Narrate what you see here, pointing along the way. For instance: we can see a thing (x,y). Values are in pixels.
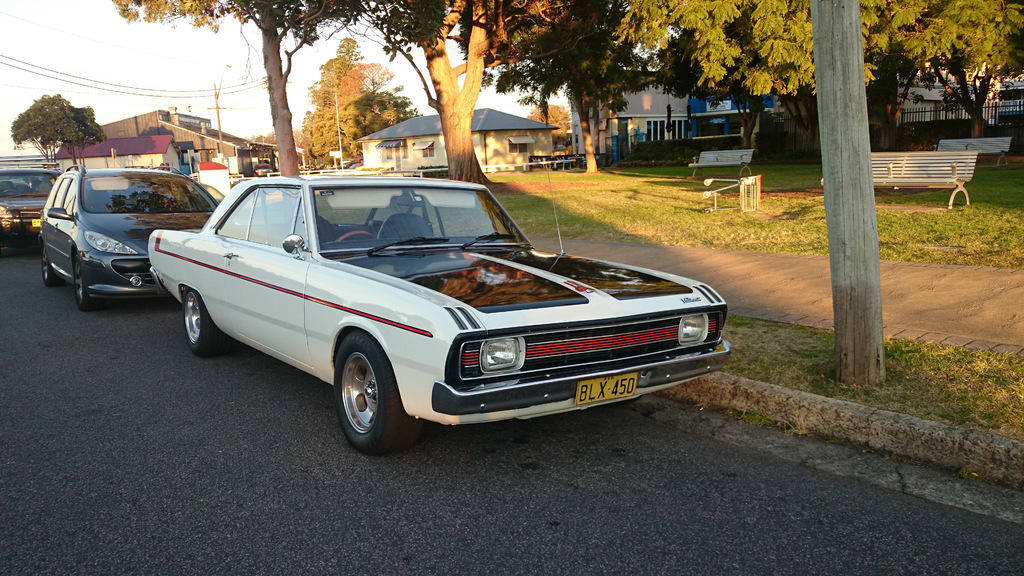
We can see cars (140,281) on the road (266,408) and we can see grass (761,350) and benches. Background (207,86) we can see houses (204,122), trees (278,109), poles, wires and sky (70,70).
